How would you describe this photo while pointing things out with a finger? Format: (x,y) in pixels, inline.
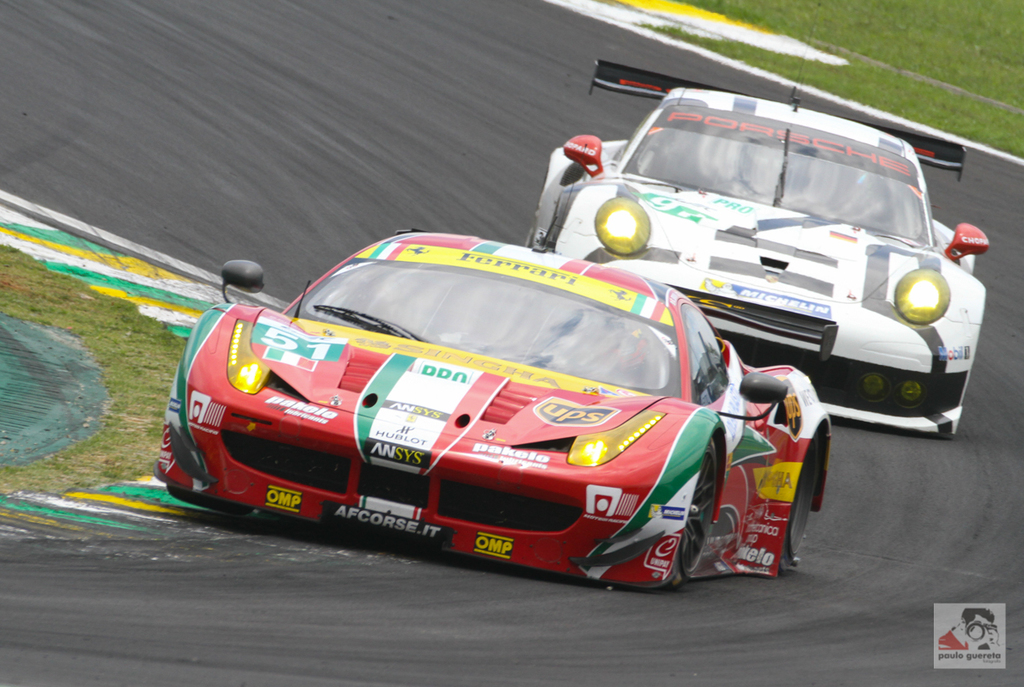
In this picture, we see the sports or racing cars (648,283) in red and white color. At the bottom (361,635), we see the road (682,679). In the right top (849,83), we see the grass (914,48). On the left side (109,308), we see the grass (141,435).
